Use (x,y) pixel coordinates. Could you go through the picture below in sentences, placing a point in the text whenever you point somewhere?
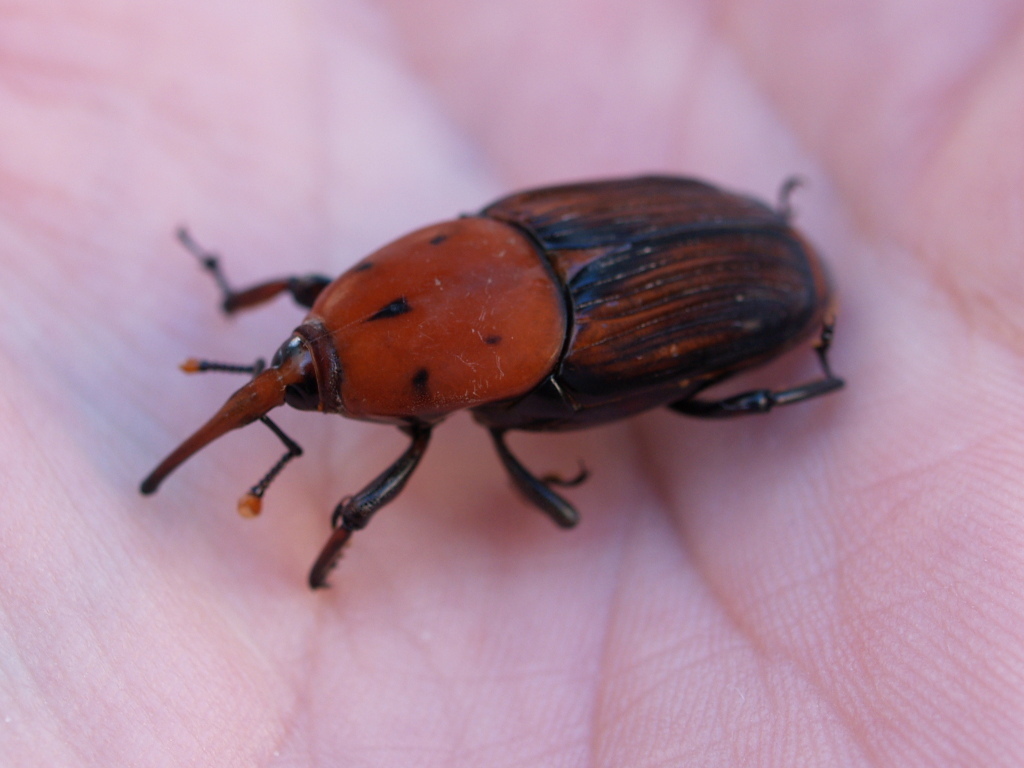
In the center of this picture (517,325) we can see an insect (710,325) which seems to be the bug (567,338) on an object (598,532) which seems to be the hand (854,540) of a person (72,233).
